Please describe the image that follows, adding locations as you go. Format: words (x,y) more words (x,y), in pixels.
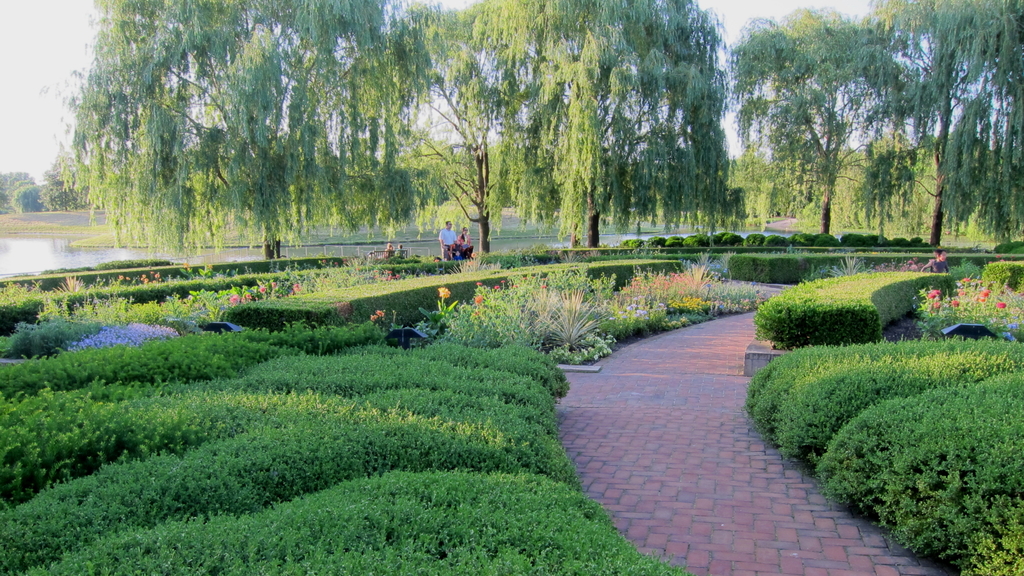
In this image at the bottom (204,410) there is grass (500,389), plants (765,414), walkway (691,538), flowers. And in the background (142,255) there is pond (430,246) and some people (450,259), trees (426,160) and at the top (60,24) there is sky (89,31).
